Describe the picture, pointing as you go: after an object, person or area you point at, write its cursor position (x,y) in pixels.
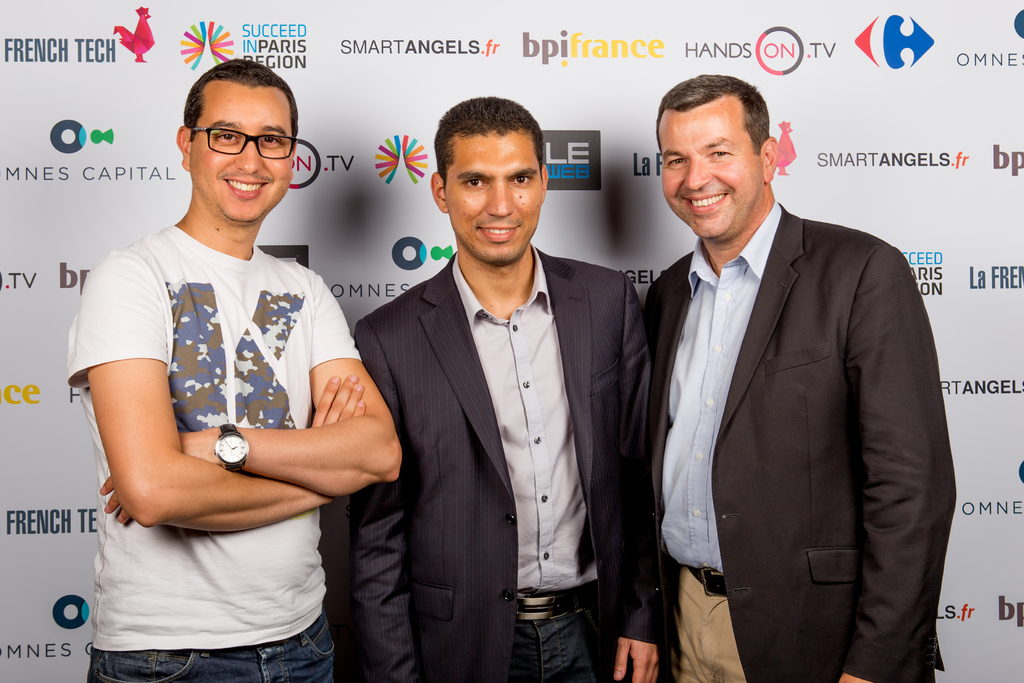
In this image there are three men (372,328) standing. They are smiling. Behind them there is a board (99,231). There are logos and text (642,170) on the board (390,178).
